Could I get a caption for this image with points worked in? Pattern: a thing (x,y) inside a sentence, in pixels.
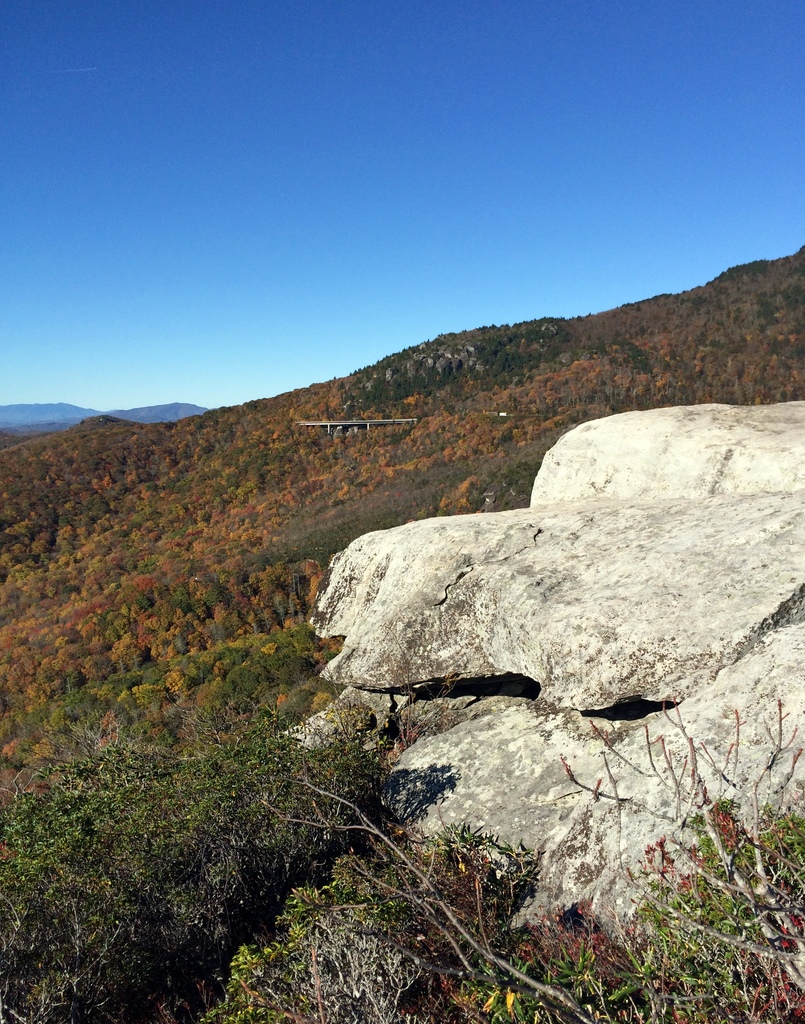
In this picture we can see rock (638,463) and trees (425,962). In the background of the image (393,248) we can see sky (409,287) in blue color.
